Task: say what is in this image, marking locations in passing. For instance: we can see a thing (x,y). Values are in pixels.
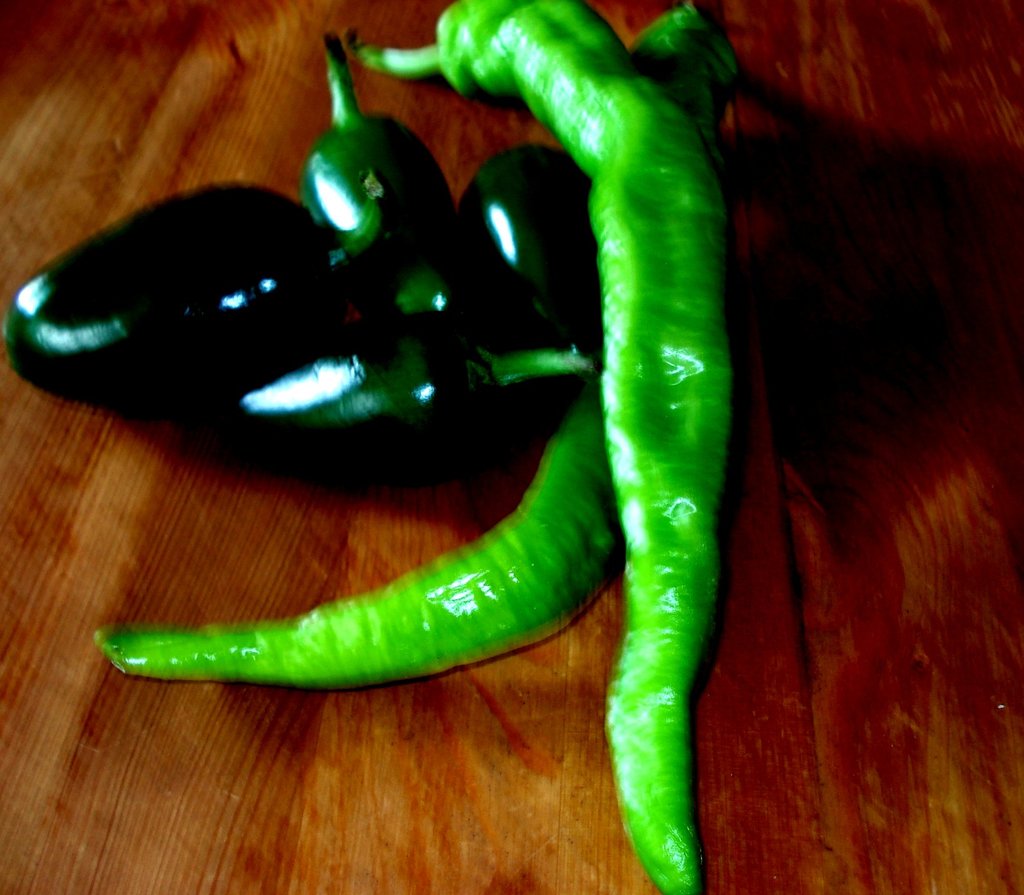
This is a zoomed in picture. In the center (492,324) we can see the chilies (666,100) and some peppers (423,273) are placed on the top of an object (843,711).
